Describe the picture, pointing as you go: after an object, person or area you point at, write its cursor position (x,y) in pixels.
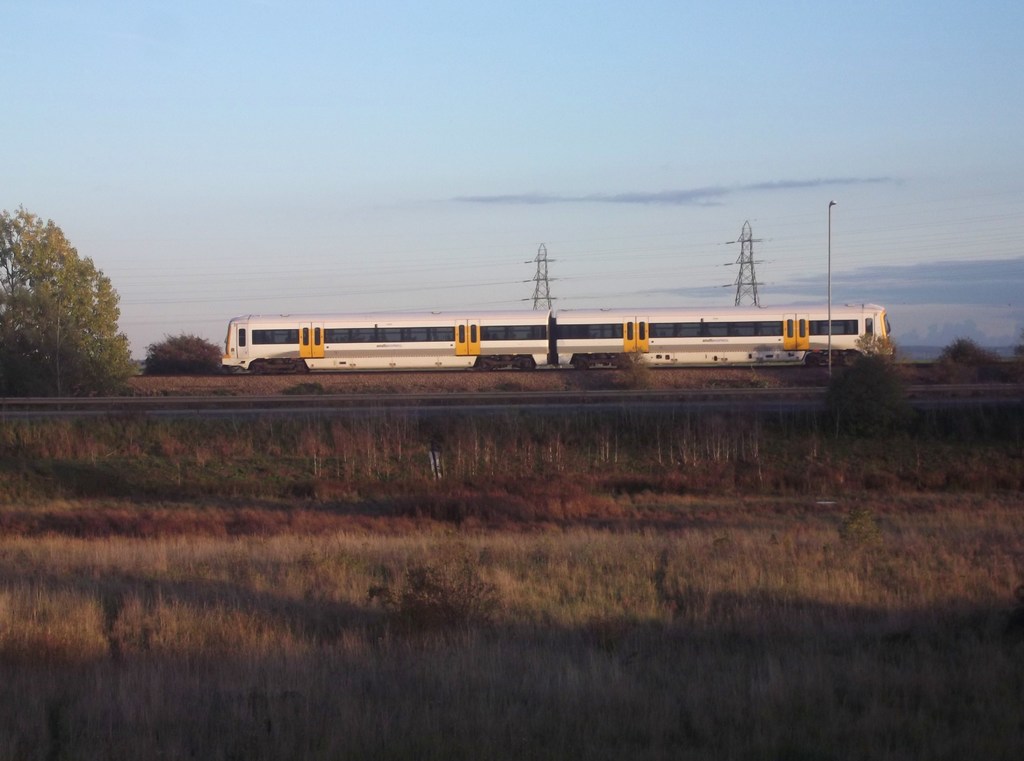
In this picture we can see grass (544,580) at the bottom (341,553), on the left side (170,345) there are trees (168,352), we can see a train (796,312) and a pole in the middle (654,335), in the background (750,285) there are towers (739,269), we can see the sky (611,87) at the top of the picture (611,87).
